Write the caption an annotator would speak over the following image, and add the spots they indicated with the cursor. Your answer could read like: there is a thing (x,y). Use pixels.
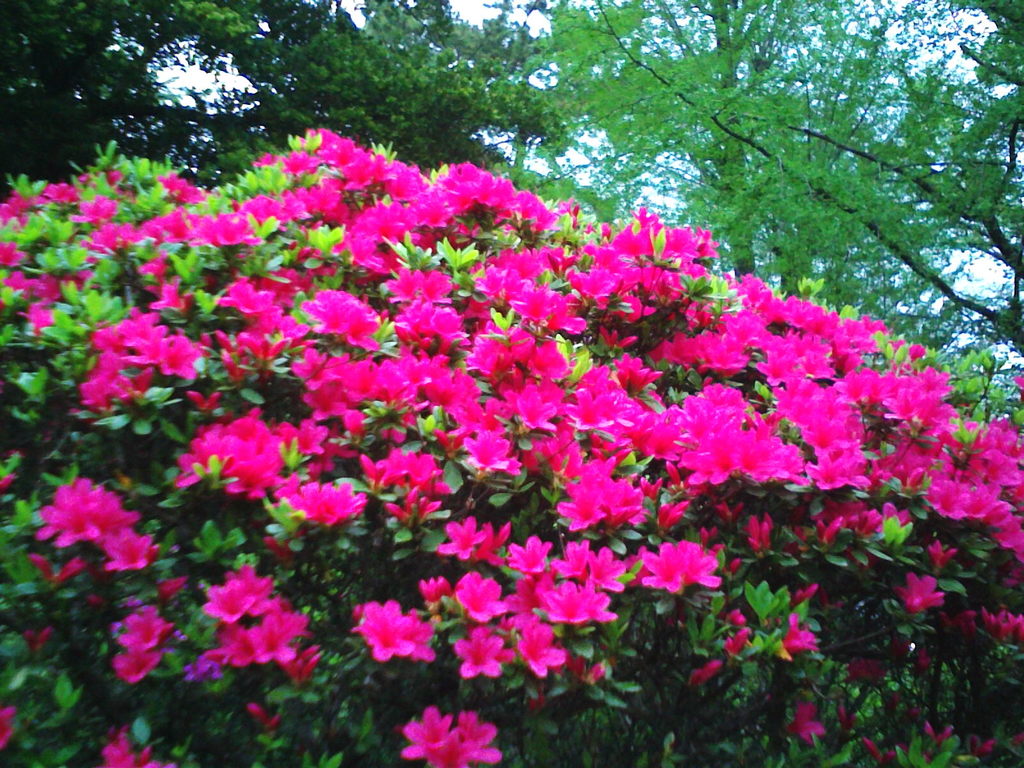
In this image, we can see many plants (520,469) with pink flowers (411,490) and green leaves (84,309). At the back (940,318) we can also see some tall trees (447,67) which are light green in color.
